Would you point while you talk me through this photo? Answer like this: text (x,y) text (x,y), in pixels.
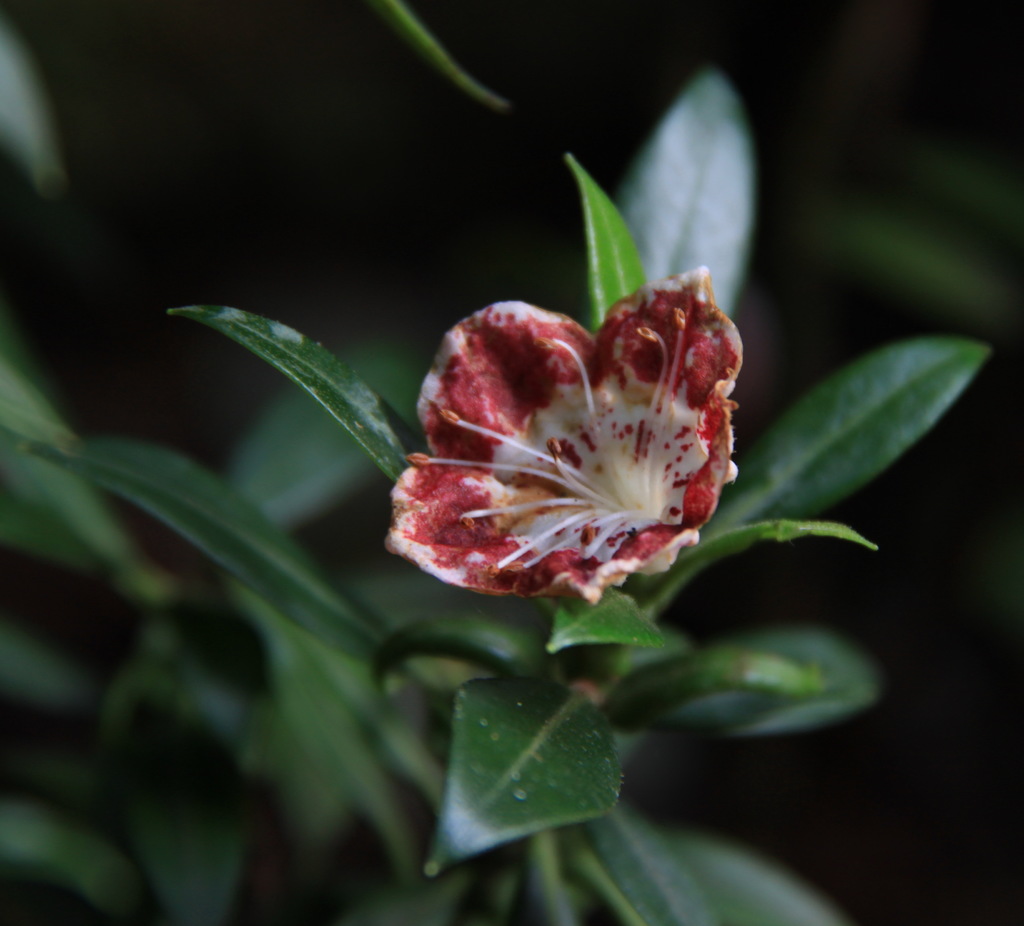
In this image there is a flower (614,466), there is a plant (428,627) truncated, the background of the image (409,211) is dark.
